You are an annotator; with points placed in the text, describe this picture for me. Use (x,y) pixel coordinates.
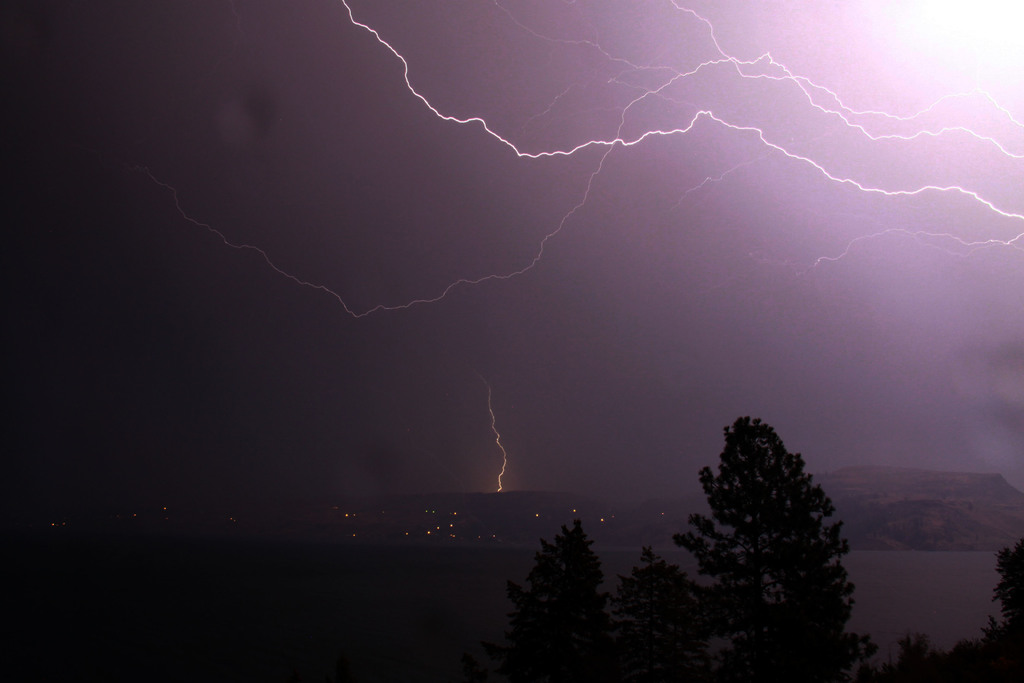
In the picture we can see some trees (1001,645) and behind far away we can see hills (456,533) and lights (456,533) and behind the hills (407,495) we can see a sky (679,471) with thunderstorms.
